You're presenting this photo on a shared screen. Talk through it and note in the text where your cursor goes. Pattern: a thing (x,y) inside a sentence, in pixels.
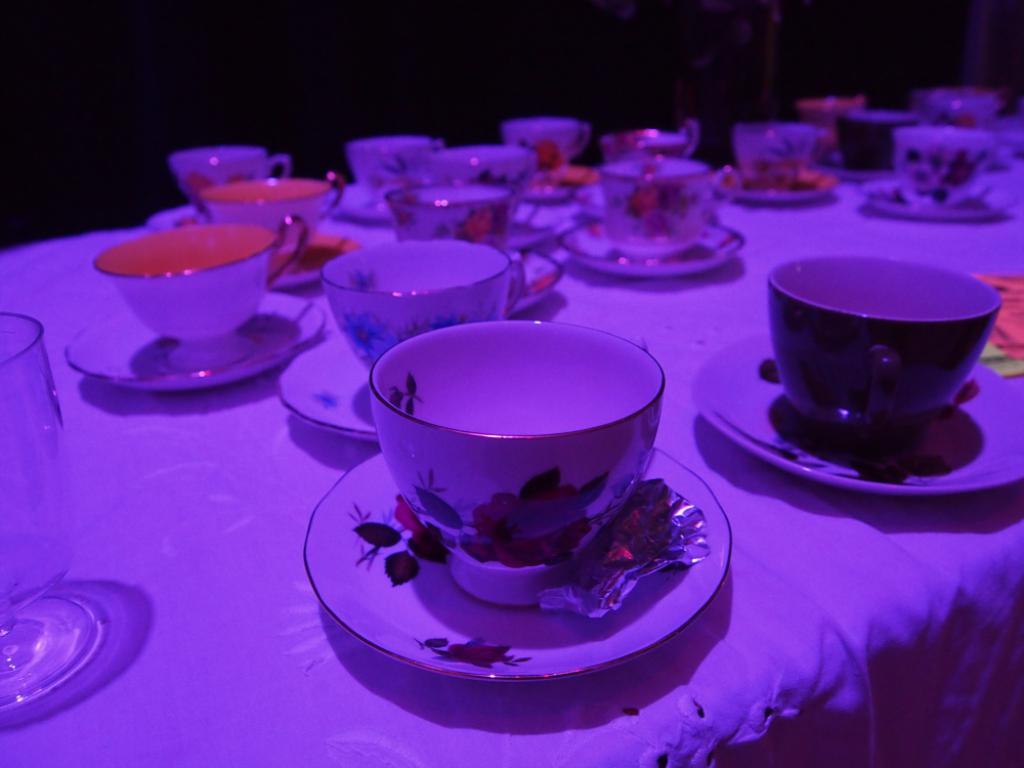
In this image I can see a table (670,374) and on it I can see number of plates (168,349) and number of cups (377,342). I can also see a tablecloth (589,312) on the table (73,395) and on the left side of this image (32,372) I can see a glass (32,333). On the right side of this image (1016,308) I can see few colourful things (1021,362) on the table (991,273) and I can see this image is little bit in dark.
